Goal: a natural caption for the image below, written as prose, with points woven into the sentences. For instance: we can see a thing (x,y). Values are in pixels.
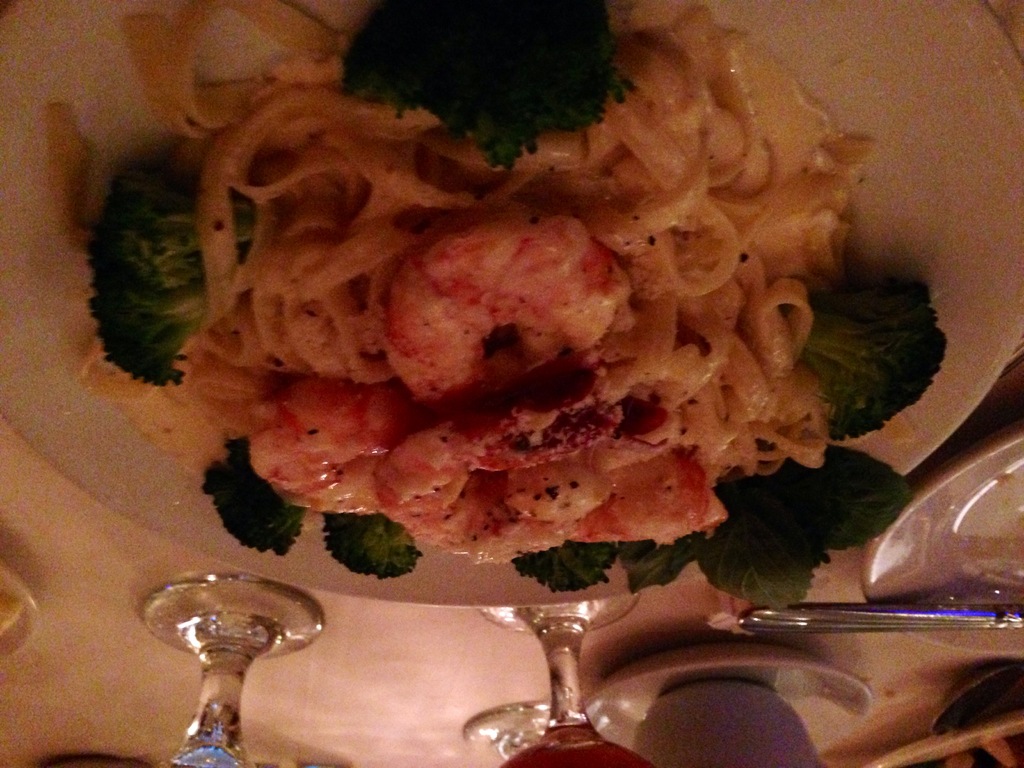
In this image we can see a plate (591,594) which consists of food items (665,404) in it and at the bottom of the image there are glass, cups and a few other objects (857,688).
